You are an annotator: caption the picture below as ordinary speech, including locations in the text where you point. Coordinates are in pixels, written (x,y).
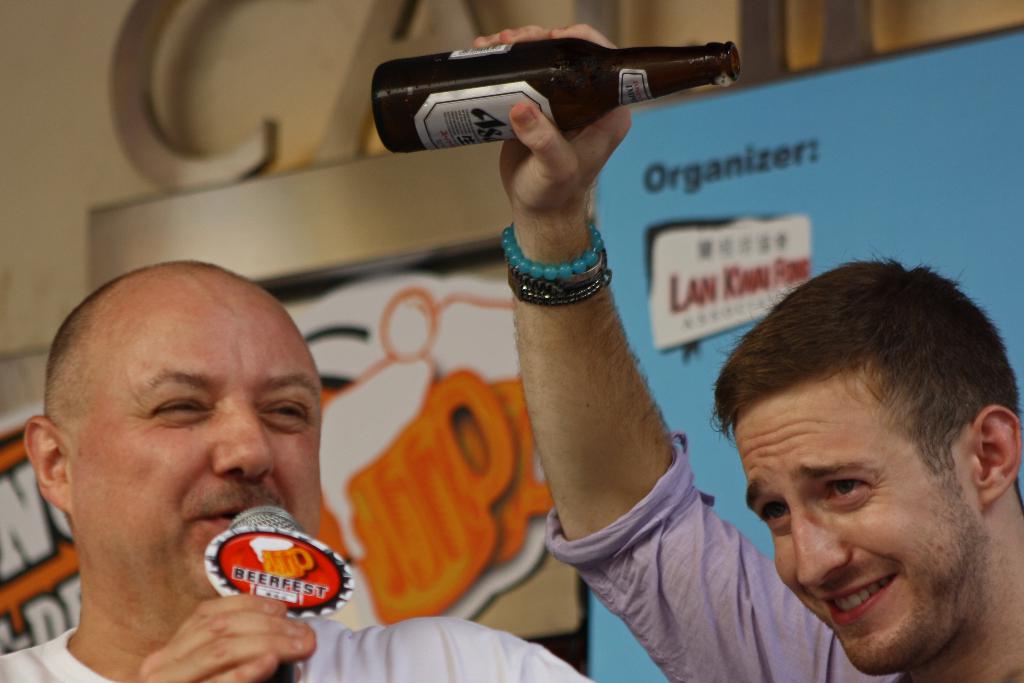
In this image we can see two people (535,112), one holding a bottle (564,101) and another holding a microphone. In the background (714,234), we can see boards (349,308) with some text (771,250) on it.
